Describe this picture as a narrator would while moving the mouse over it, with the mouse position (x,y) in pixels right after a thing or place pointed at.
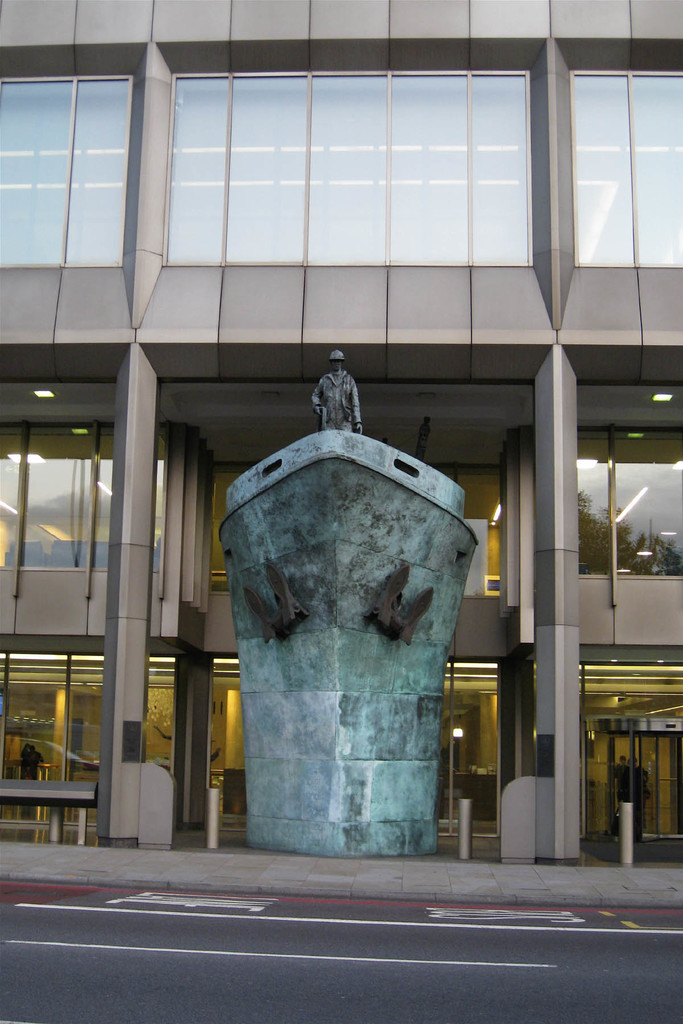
In this image there is one building (485,314) and some glass windows (42,746), glass doors (667,771) and some lights (682,466). In the center (306,574) there is a wall (359,539) and a statue (337,365), at the bottom (187,896) there is road (30,1018) and through the glass doors (633,789) we could see some lights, wall (75,716) and some objects (75,726).
